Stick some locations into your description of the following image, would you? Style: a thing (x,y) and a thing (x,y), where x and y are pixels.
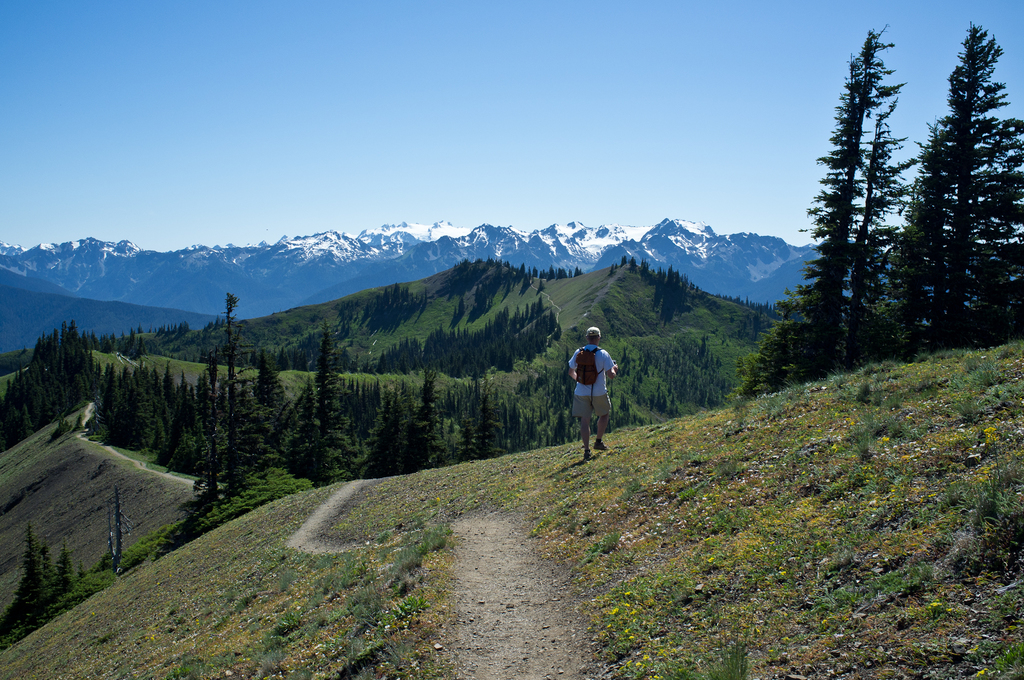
In this image I can see few mountains (567,300), trees (818,294) and one person (599,383) is wearing a bag (593,360) and walking. The sky (567,139) is in blue and white color.
